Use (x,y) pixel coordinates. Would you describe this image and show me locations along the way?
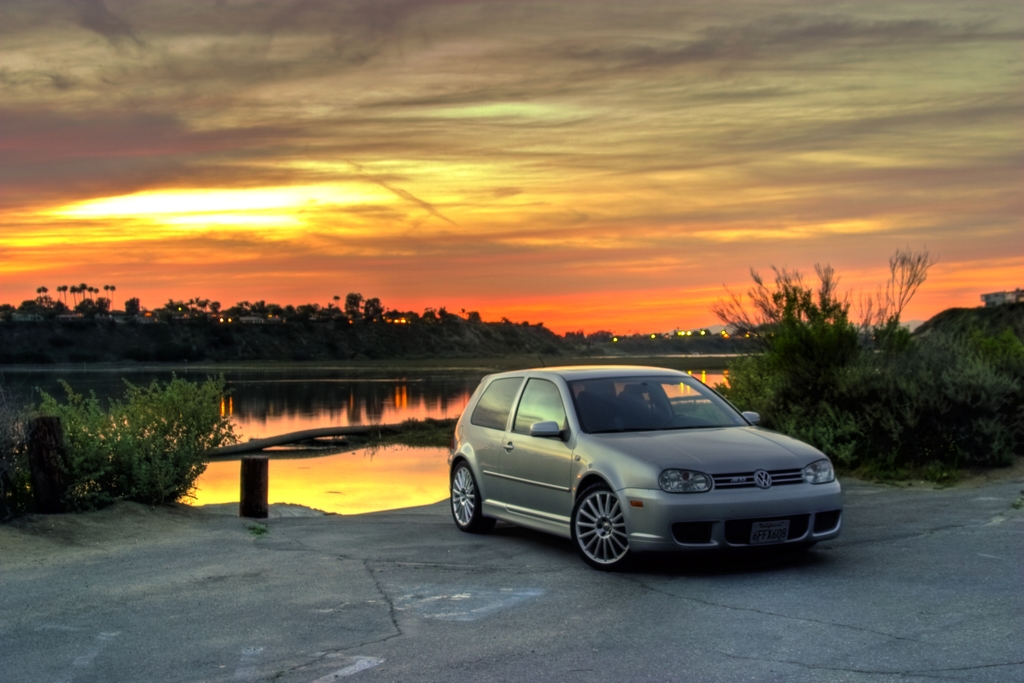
In this image there is a car (652,440) in the middle (605,445). In the background (330,379) there is water (318,381). Behind the water (347,386) there are trees (356,313) and houses (401,319). This image is clicked during the sunset. Beside the car (590,400) there are plants (138,410) on either side of it.
